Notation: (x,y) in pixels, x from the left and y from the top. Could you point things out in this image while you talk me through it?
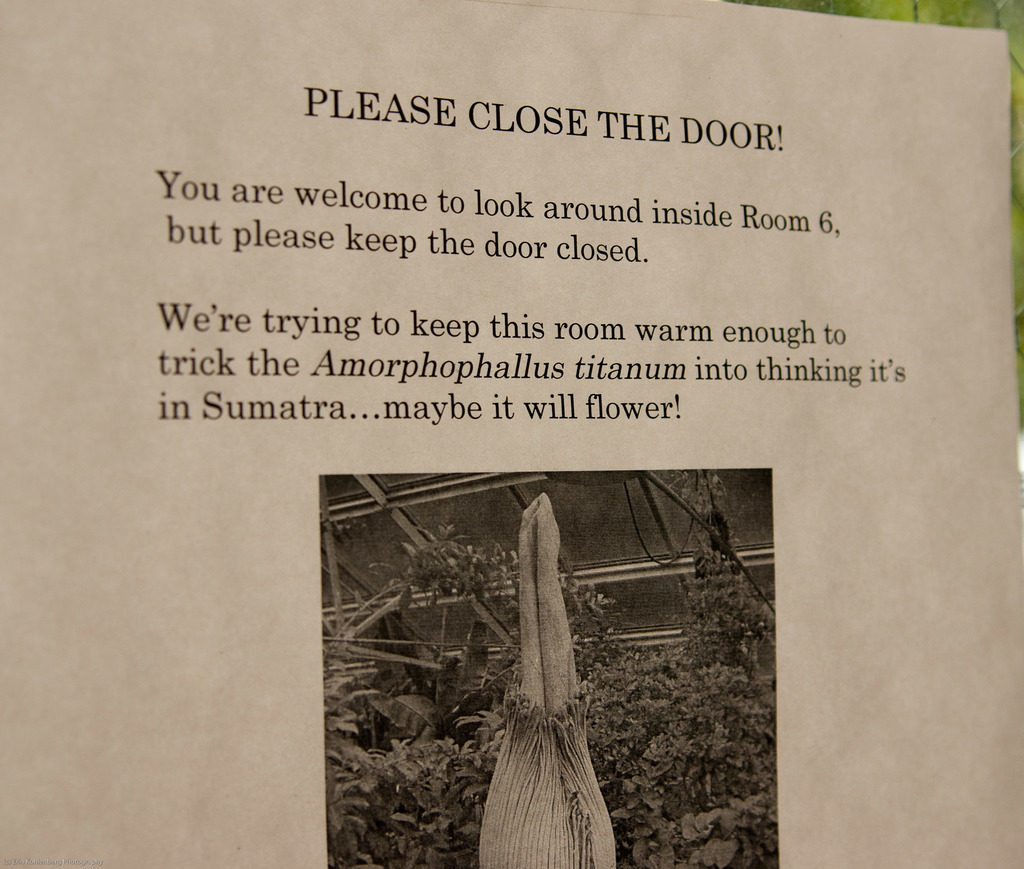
This is a poster (95,594), on this poster (124,581) we can see rods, plants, some objects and some text (412,335) on it.
